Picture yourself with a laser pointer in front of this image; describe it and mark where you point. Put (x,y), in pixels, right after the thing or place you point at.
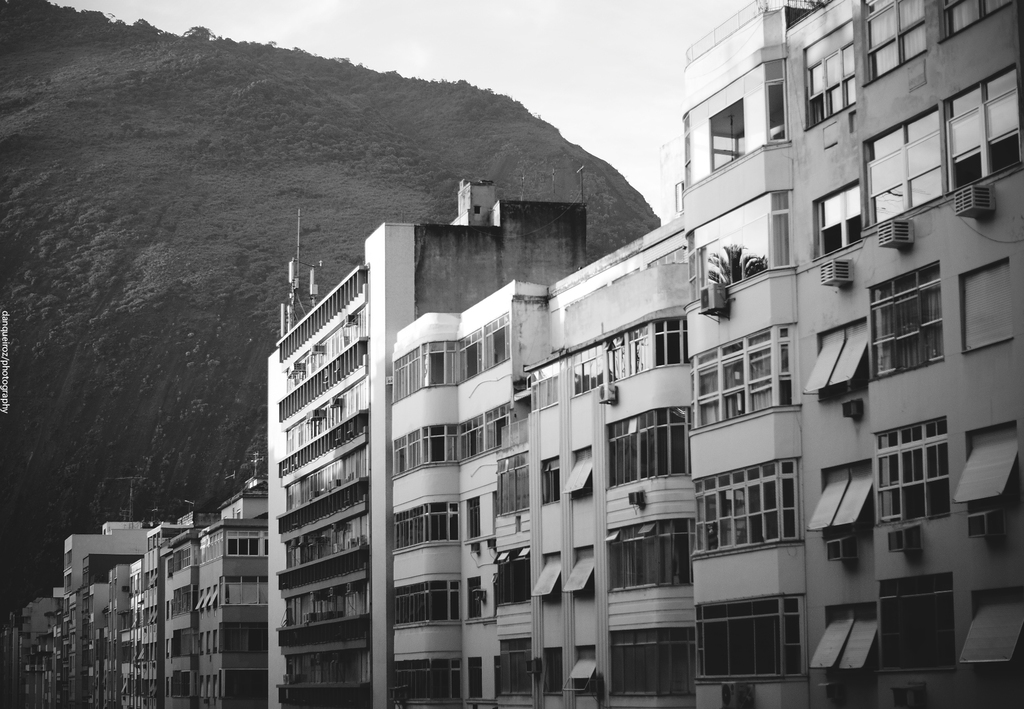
It is the black and white image in which we can see there are buildings (543,384) one beside the other. In the background (222,124) there is a hill (193,201). At the top (621,115) there is the sky (628,104).
